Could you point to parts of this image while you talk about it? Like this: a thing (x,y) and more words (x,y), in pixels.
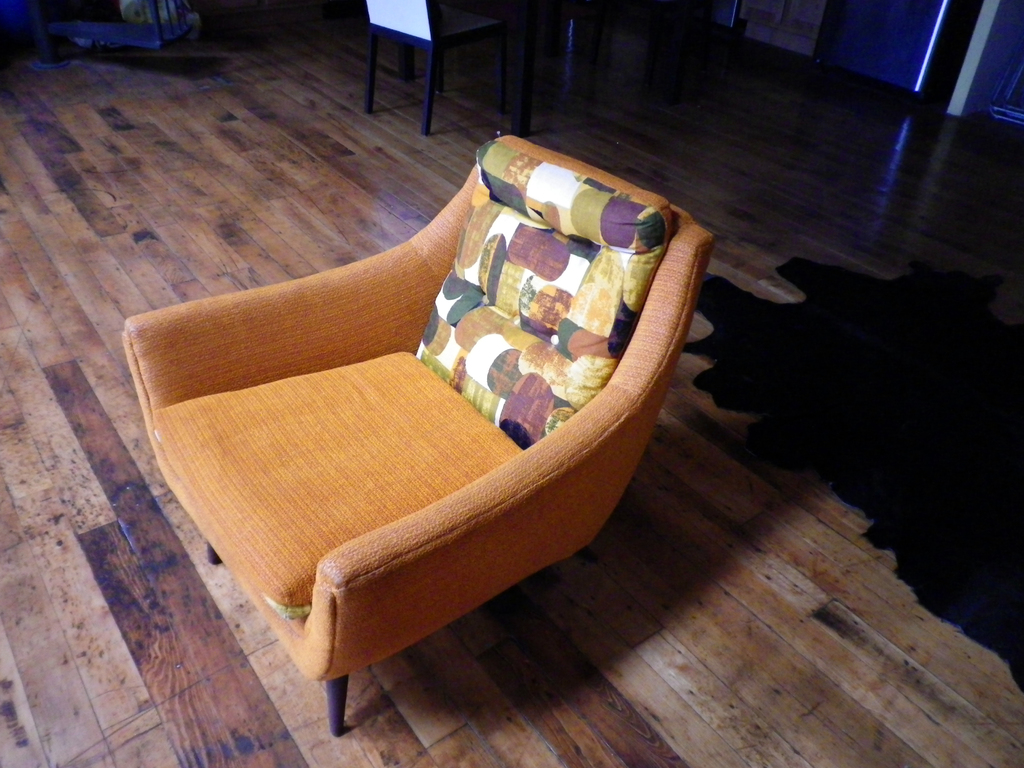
In the picture we can see a wooden floor (258,715) on it we can see a chair (254,403) with a pillow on it and behind it we can see another chair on the floor (65,48).
